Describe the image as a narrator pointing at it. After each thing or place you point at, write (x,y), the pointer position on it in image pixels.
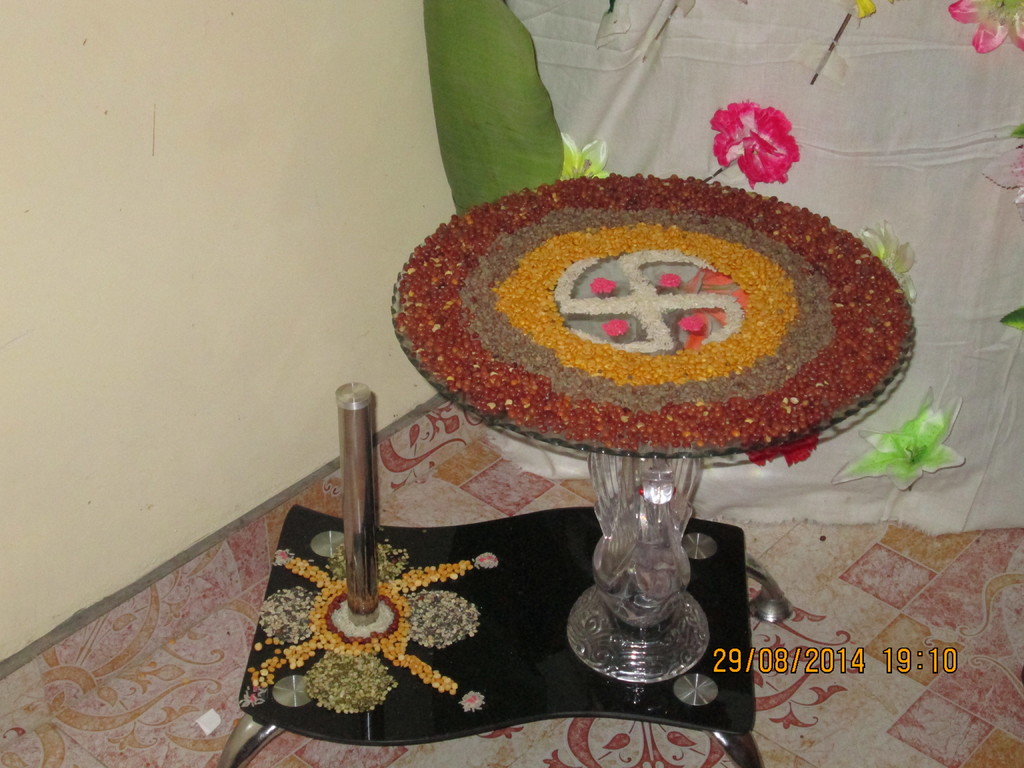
This picture shows a cloth (779,23) in the back (812,49) and we see a table (518,657) and a glass (766,442) with few pulses (792,295) on it and we see a wall (260,204) and we see a leaf (506,91) on the back (479,150).
